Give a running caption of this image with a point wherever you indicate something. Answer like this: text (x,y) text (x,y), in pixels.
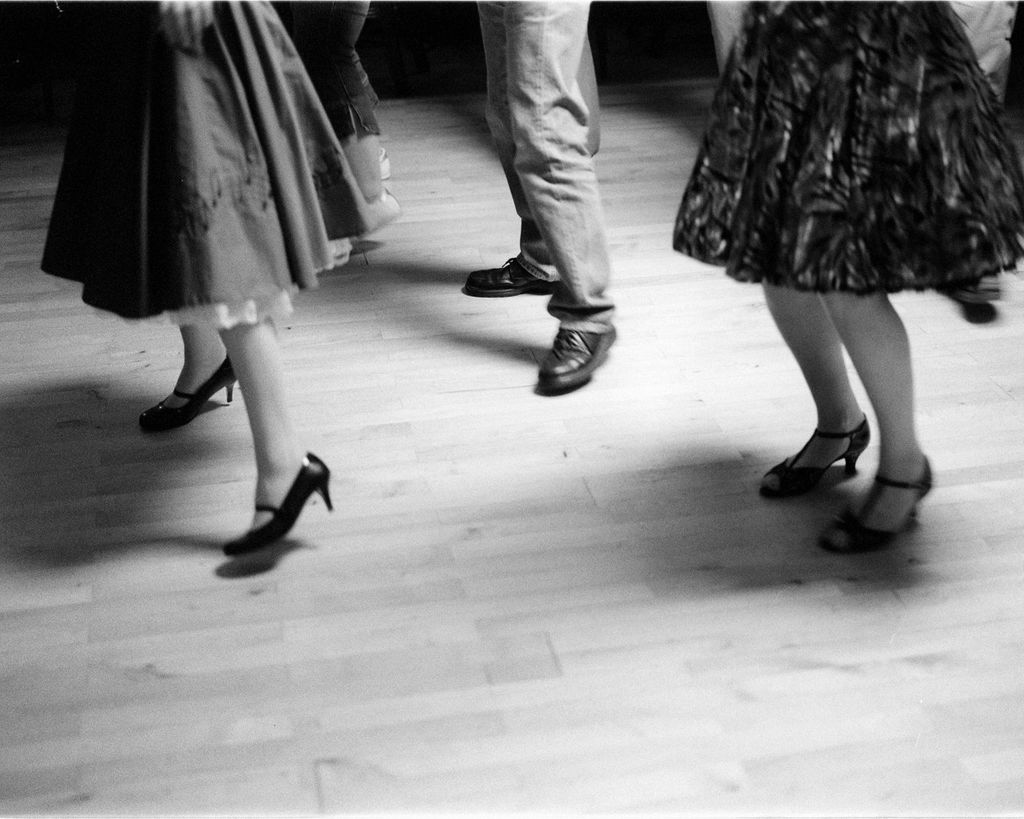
In this image I can see the black and white picture in which I can see legs (250,376) of some persons (242,216) dancing on the floor (680,124).
